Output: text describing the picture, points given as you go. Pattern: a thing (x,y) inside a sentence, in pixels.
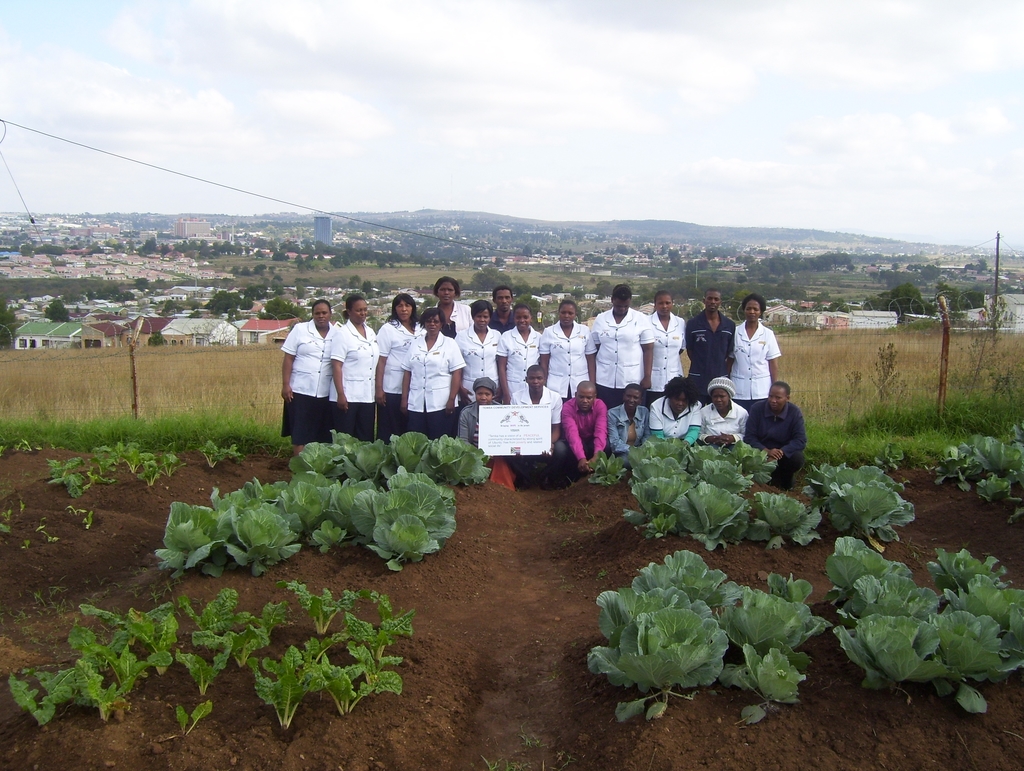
As we can see in the image there is a dry grass (75,400), plants (991,606), group of people (652,403), trees (496,245), buildings (80,316) and sky (523,109).
